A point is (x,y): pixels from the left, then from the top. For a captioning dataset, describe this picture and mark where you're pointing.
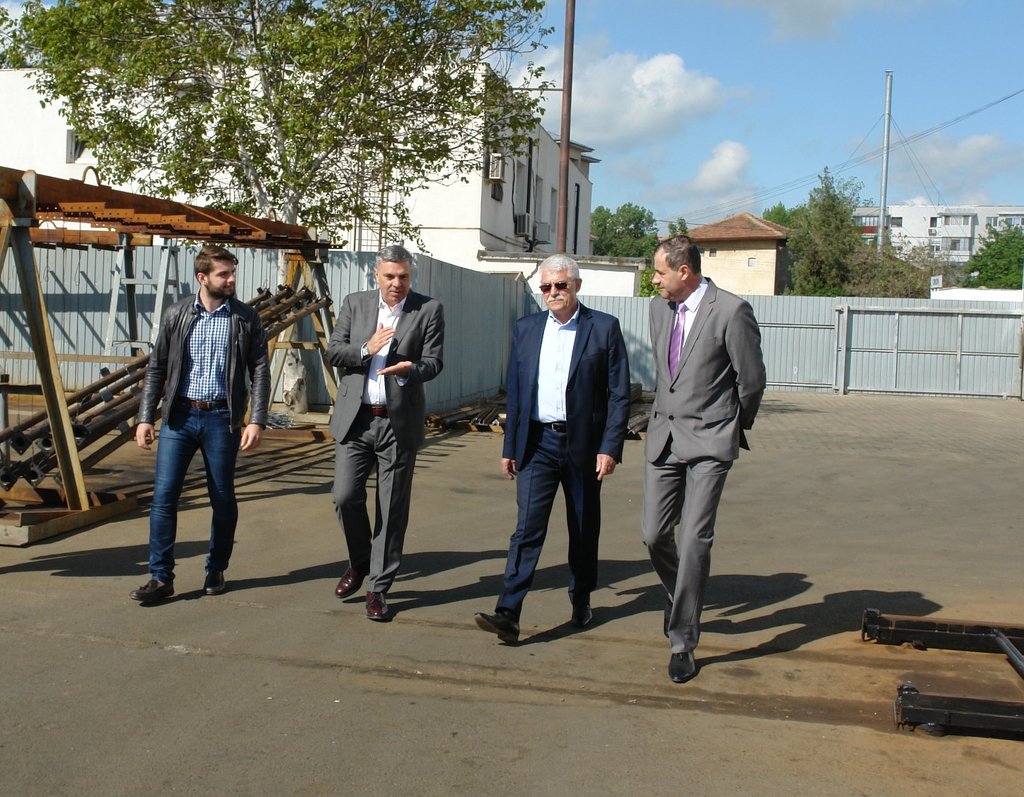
In this image there is the sky (746,94) towards the top of the image (792,87), there are clouds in the sky (768,97), there are poles (566,147), there is a building (932,223) towards the right of the image (957,229), there is a building (523,166) towards the left of the image (249,82), there are trees (893,247) towards the right of the image (888,254), there is a tree (342,57) towards the top of the image (264,64), there is a metal wall (859,333), there is a metal object (47,331) towards the left of the image (66,304), there is a metal object (952,639) towards the right of the image (956,679), there is road (394,687) towards the bottom of the image (477,698), there are objects (503,413) in the road (459,443), there are four men (439,357) walking.
